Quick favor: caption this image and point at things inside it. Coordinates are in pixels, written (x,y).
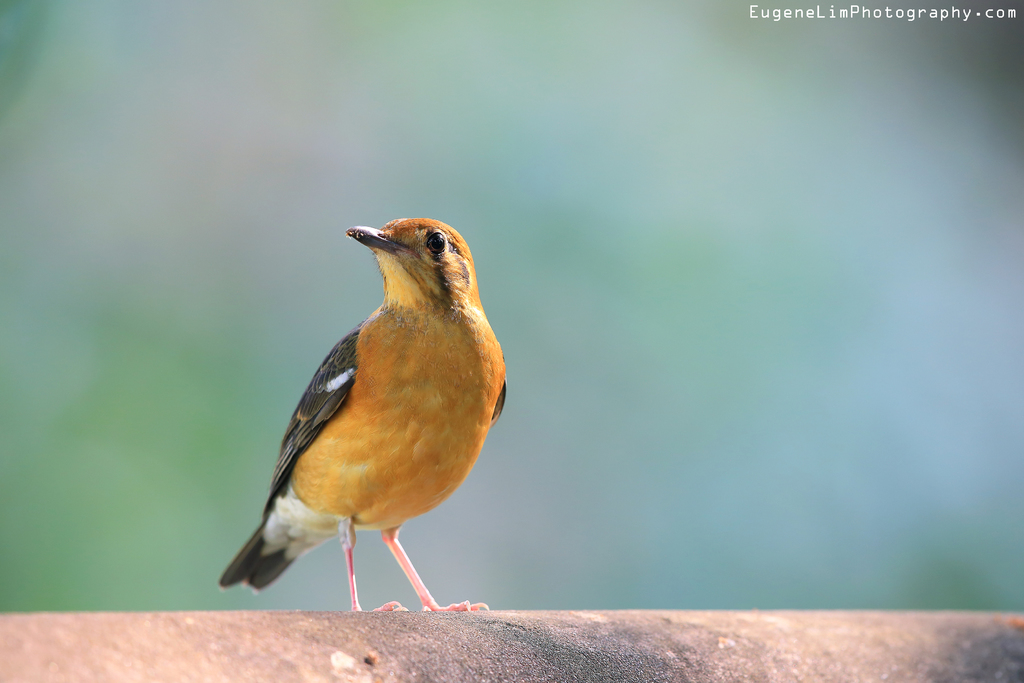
In this we can see a bird (402,430) on the path (342,649) and behind the bird (380,471) there is a blurred background (726,511). On the image there is a watermark (914,8).
